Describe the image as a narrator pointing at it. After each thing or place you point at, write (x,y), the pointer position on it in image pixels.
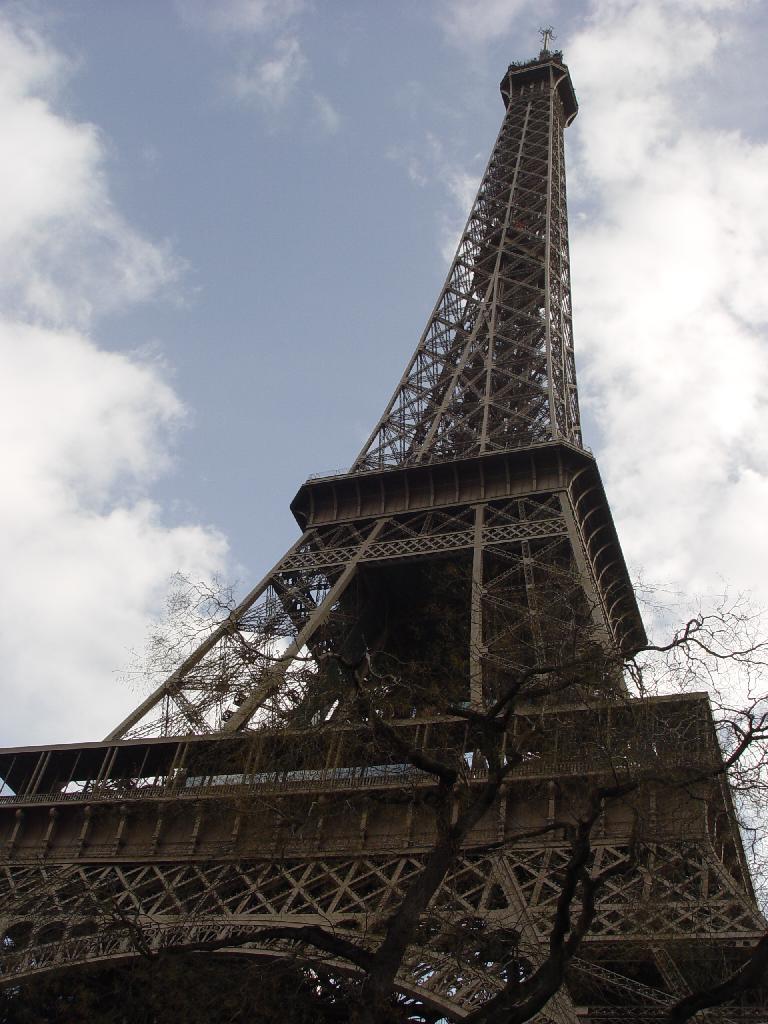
In this picture, we can see metallic tower (496,865), dry tree (573,826), and we can see the sky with clouds (93,304).
